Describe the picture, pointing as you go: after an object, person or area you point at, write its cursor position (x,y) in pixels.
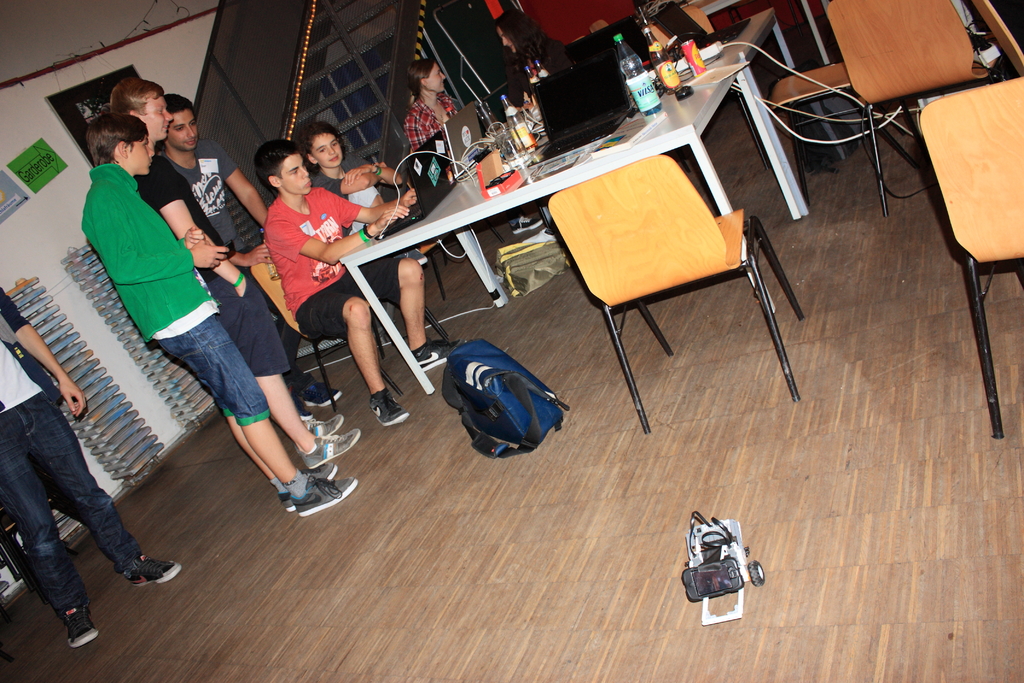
In this image, there are so many persons (324,234) some persons (313,193) are sitting on the chair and some persons (231,390) are standing on the floor (472,586) the floor (563,599) contains chairs (662,235) and tables (672,106) and table (441,226) contains laptops (429,194), wires (495,142), mouse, papers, bottles (524,139) and some more thing are there the floor (579,578) contains bag (494,418) and toys (704,536) also there on the floor (770,497).
